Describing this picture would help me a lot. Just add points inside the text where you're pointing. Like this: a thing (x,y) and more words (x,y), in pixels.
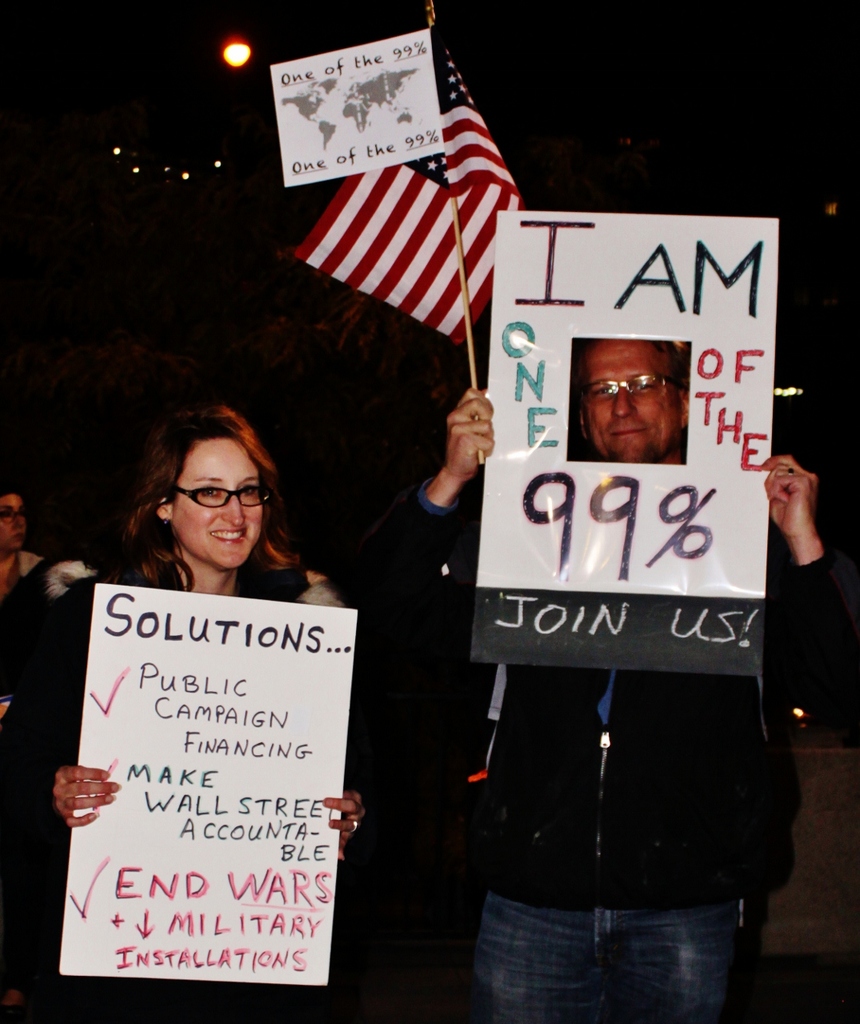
In this picture there are two persons (239,552) standing and smiling and holding the placards (633,326) and there is a text (636,498) on the placards (568,475). At the back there is a person (13,658). At the top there is a light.
